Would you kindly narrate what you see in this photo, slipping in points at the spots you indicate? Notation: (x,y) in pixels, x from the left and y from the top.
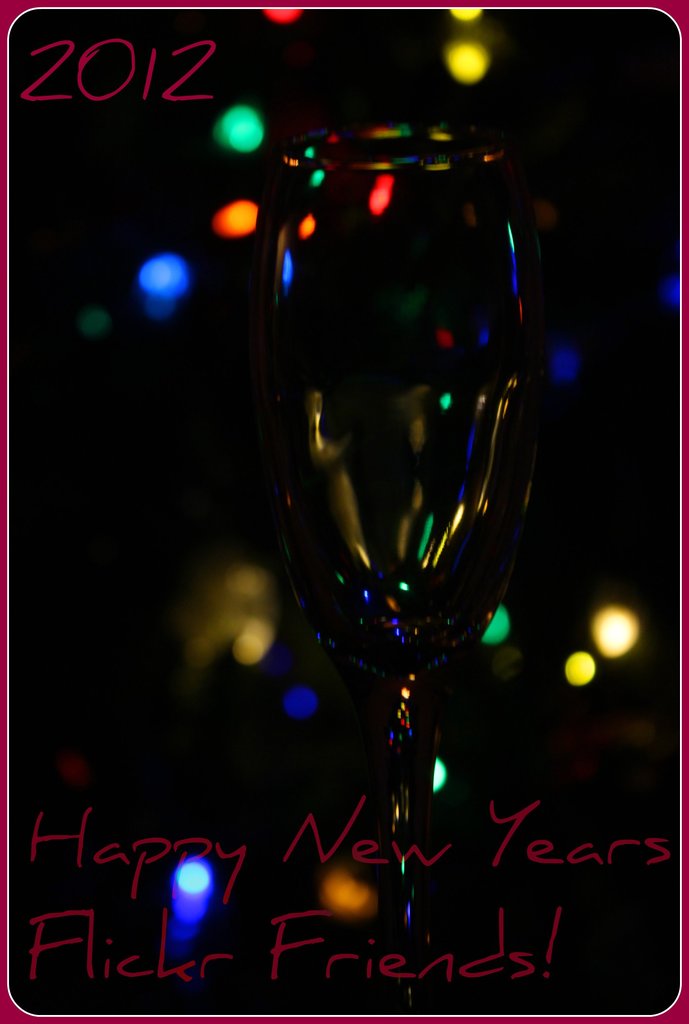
In this image I can see the poster (304,350) which is black, orange, green, blue and yellow in color. In the poster (405,111) I can see a wine glass (332,209) and few words (496,860) written with red color.
